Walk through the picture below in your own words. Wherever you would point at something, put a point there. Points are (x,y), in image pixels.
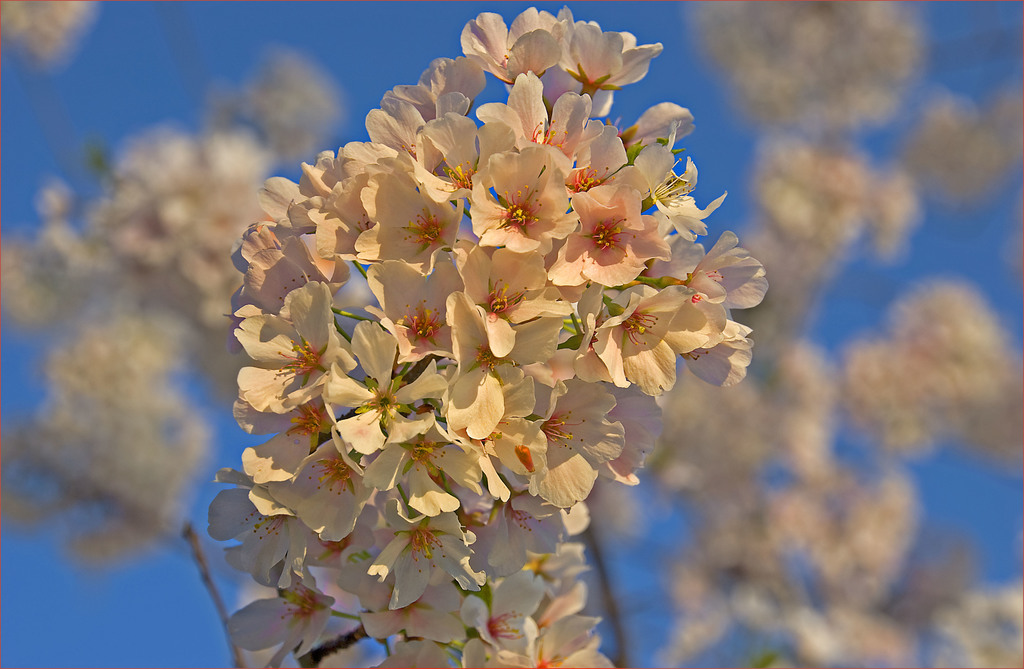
In this image, we can see flowers (584,352) on the blur background (14,459).
